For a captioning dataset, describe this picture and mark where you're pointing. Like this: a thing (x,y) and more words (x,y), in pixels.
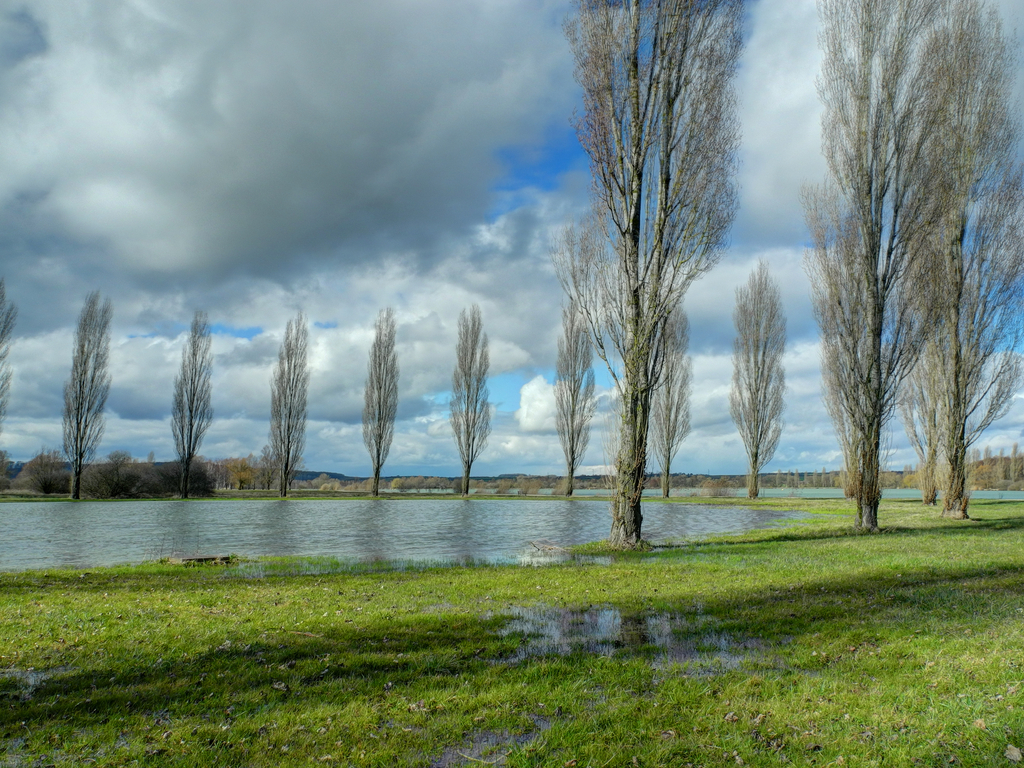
In this image there is a grassland (813,687), in the background (543,517) there is water surface (540,504), tree (891,356) and the sky (441,224).
